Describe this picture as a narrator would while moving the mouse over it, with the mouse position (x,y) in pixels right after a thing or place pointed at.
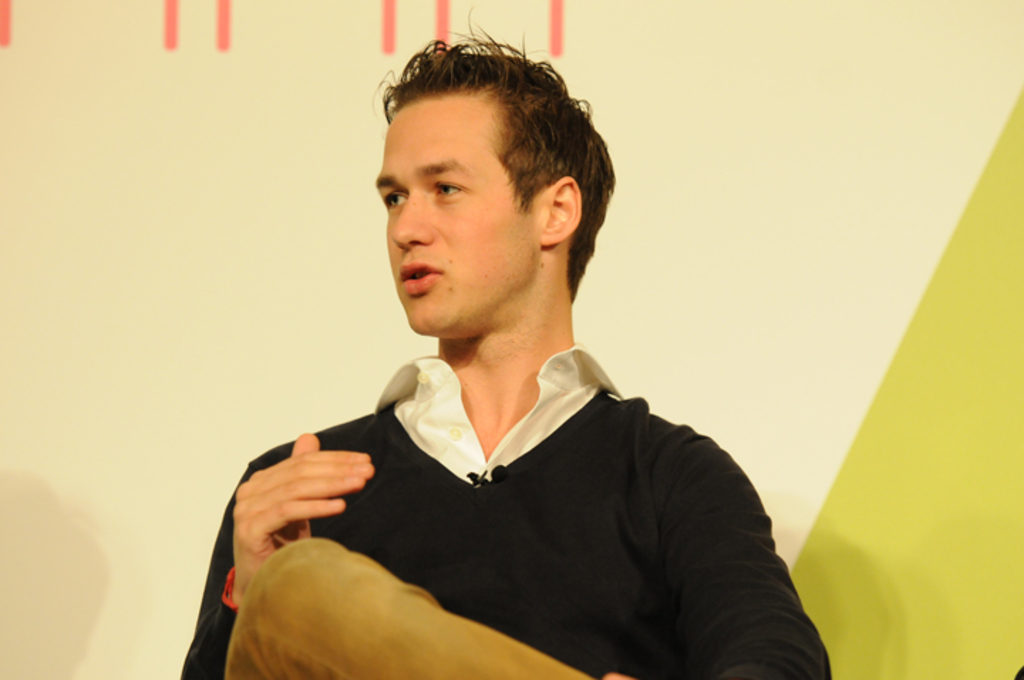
In this picture we can see a person (419,510).
